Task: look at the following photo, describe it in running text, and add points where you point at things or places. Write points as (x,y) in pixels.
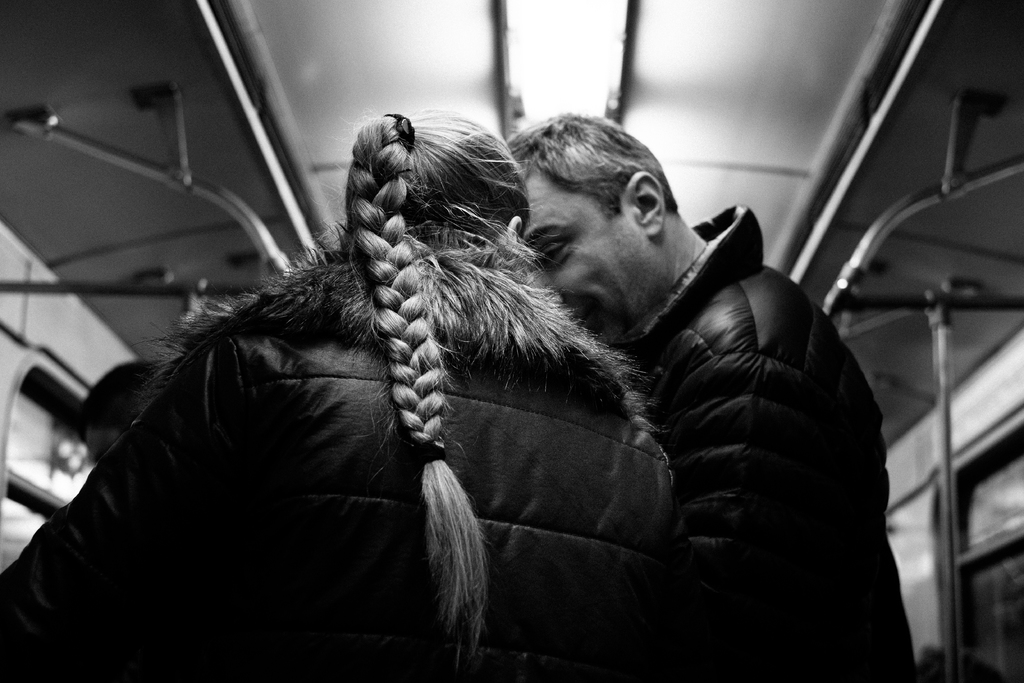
In this picture we can see persons (678,454) and in the background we can see a roof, rods (950,468).
